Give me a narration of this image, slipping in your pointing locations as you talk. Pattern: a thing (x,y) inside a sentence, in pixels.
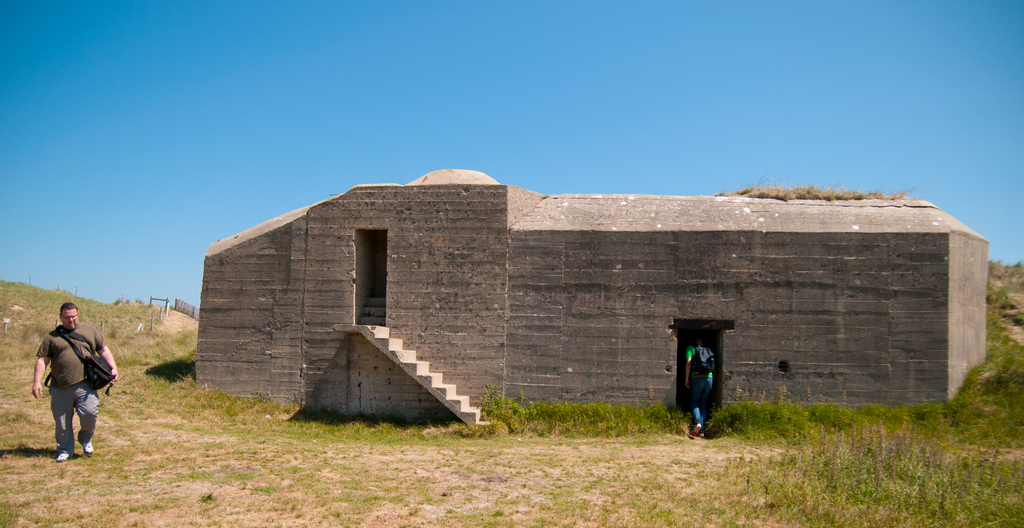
In this picture I can observe a monument (442,268). There are two members (72,432) in this picture. I can observe some grass (693,447) on the ground (716,413). In the background (530,90) there is sky (493,99).
